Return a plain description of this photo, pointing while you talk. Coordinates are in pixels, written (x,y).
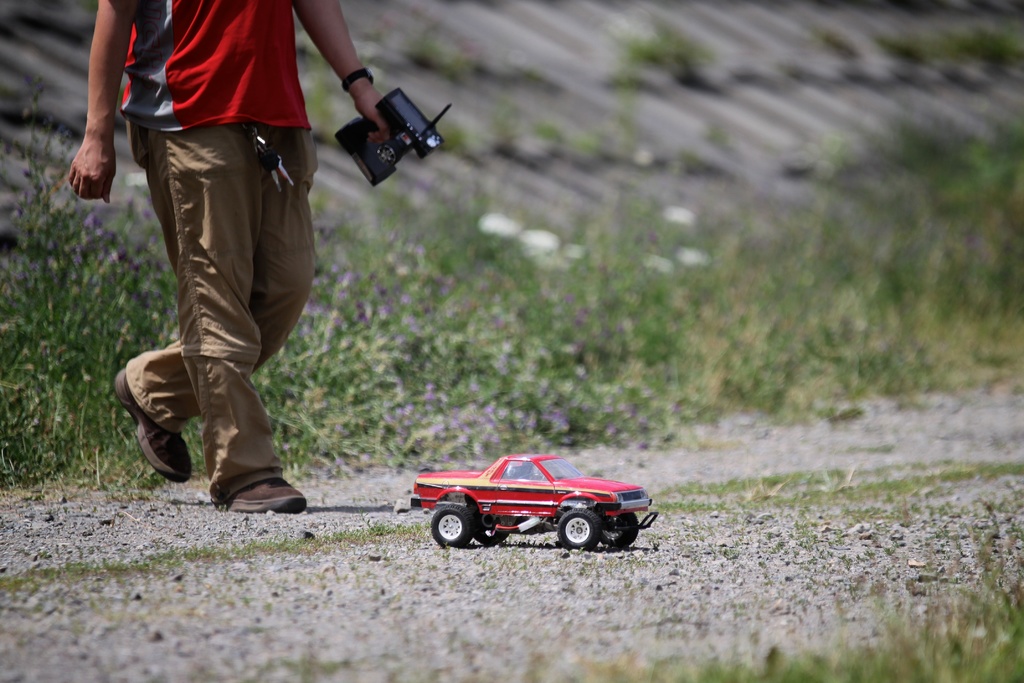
In this image there is one person (244,161) who is holding some object (358,142) and walking, and there is a toy car (444,510). At the bottom (562,594) there is walkway (722,639) and grass (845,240), and in the background (472,334) there are some plants (441,335).
